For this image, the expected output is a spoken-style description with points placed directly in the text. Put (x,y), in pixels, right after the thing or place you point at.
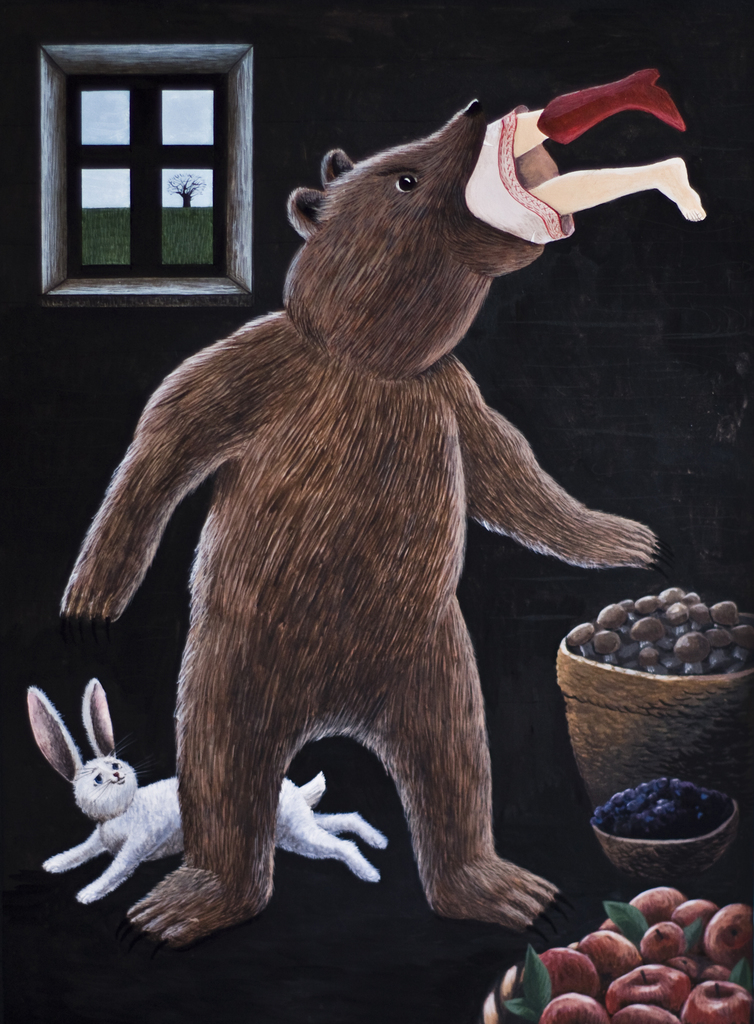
This is an animated image. In this image there is a bear (315,485) eating a person (512,183). Near to that there is a rabbit (135,804). Also there are fruits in different baskets (595,763). In the back (146,291) there is a window (113,211). Through the window (158,216) we can see a tree (184,199) and sky (98,126).
